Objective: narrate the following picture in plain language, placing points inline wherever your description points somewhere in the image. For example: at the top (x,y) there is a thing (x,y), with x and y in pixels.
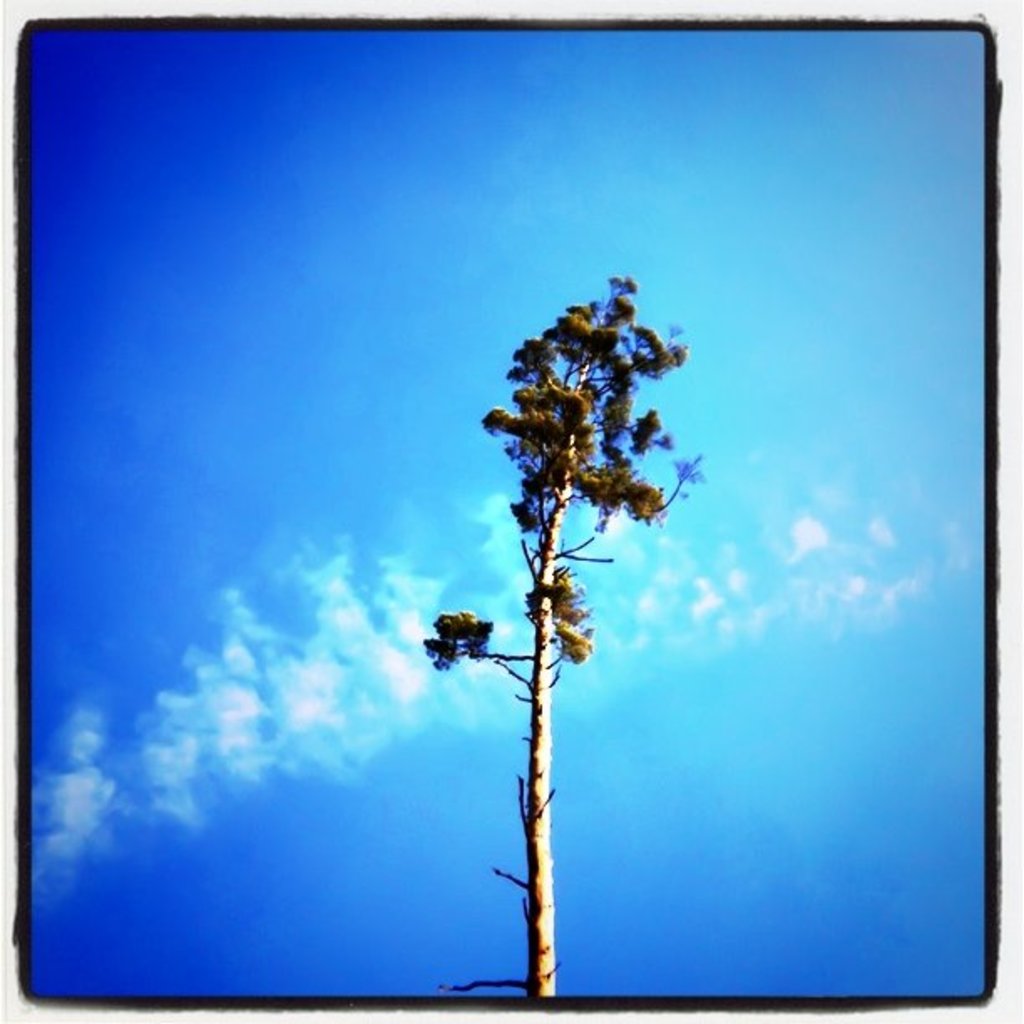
In the center of the image (537,517) there is a tree (546,810). In the background (561,813) there is sky (787,169).
